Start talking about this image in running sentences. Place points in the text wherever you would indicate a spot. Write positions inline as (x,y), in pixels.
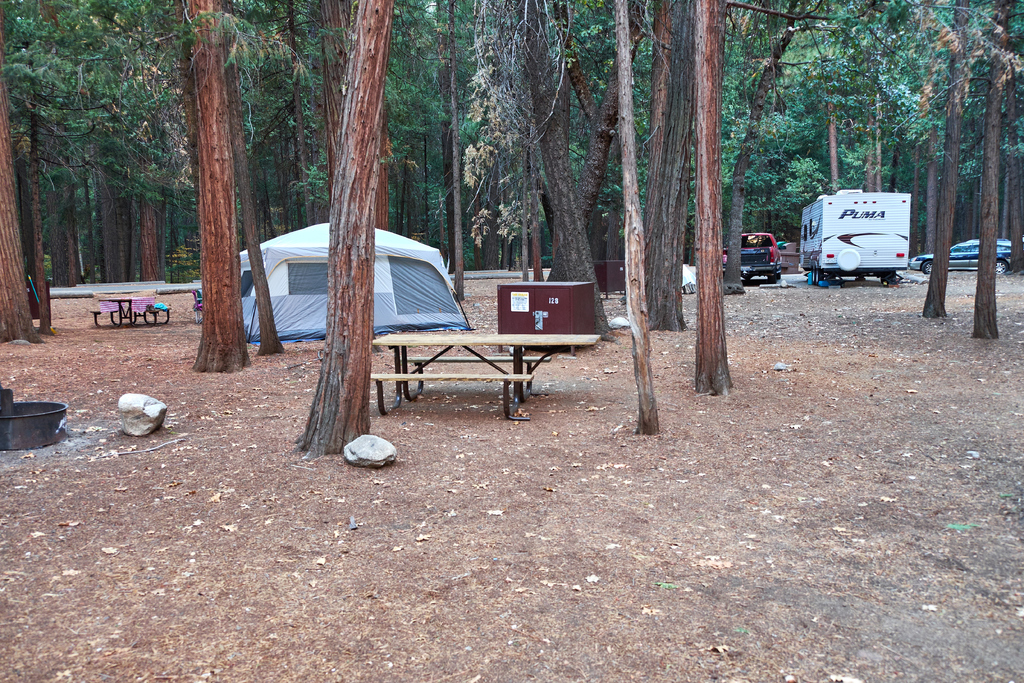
This image consists of cars (770,259) and a caravan (873,236). At the bottom (141,470), there is ground (574,547). In the front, there are many trees (374,190). In the middle (382,281), there is a tent (442,273) and a cabinet (541,330) along with a bench (505,382). And we can see two rocks (352,446).
